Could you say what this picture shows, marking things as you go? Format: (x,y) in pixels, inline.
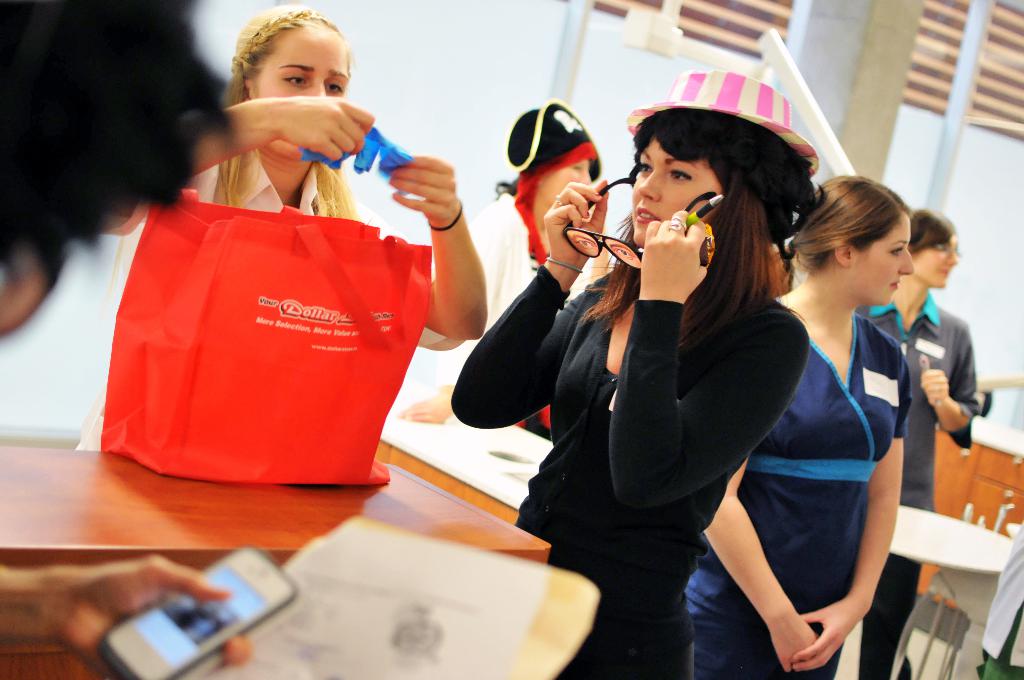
On the left (61,20) a person (61,39) is holding a mobile (143,626) and papers (278,642) in his hand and there is a bag (291,422) on a table (259,530) and there are few persons (715,568) standing and a woman (519,343) is holding goggles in her hands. In the background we can see tables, pillar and poles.
